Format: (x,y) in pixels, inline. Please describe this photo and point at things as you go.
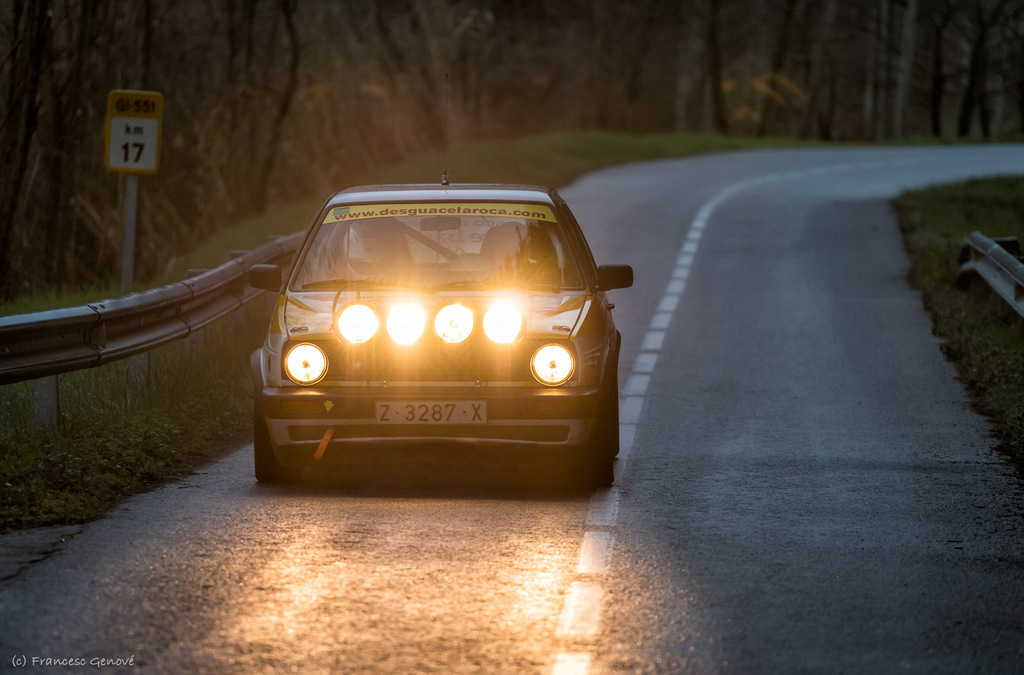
In this image I can see a car (466,318) on the road (834,561). On both sides of the road (881,583), I can see the railings (981,260) and grass (927,216). In the background (410,33) there are many trees (387,84). On the left side (124,121) there is a board (129,145) on which I can see some text (131,135).
